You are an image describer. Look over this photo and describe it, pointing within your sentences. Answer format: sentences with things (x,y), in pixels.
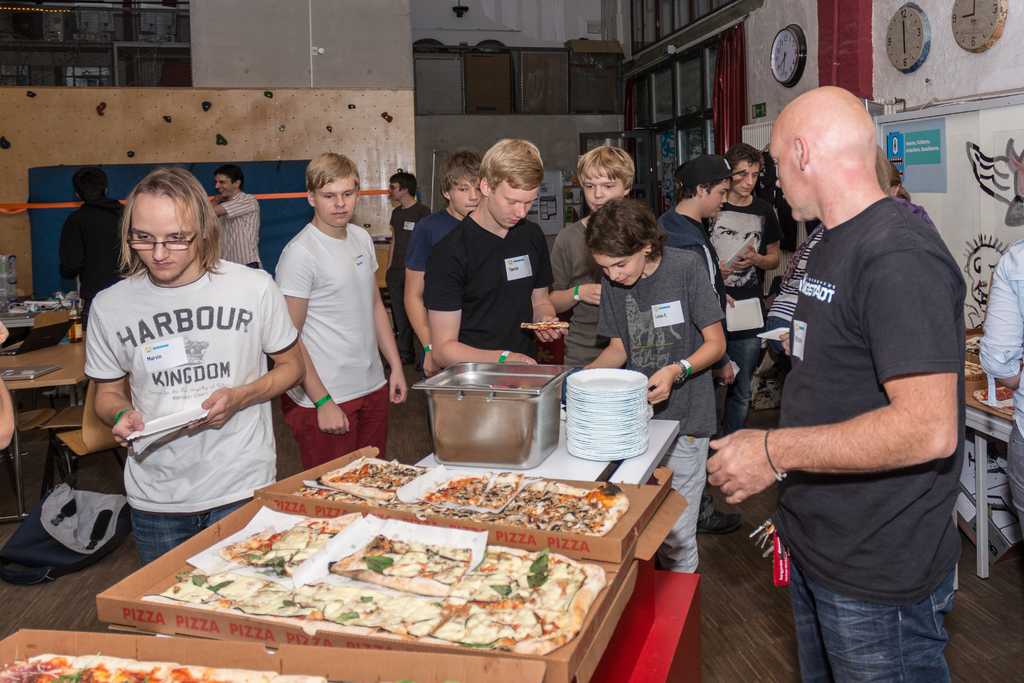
In this image I can see a crowd of people (117,355) visible on the floor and I can see benches (605,468) and on benches (638,462) I can see trays (378,589), on trays (349,598) I can see food item (465,485) and on top of bench (427,457) I can see plates (635,449) and container (469,362) and I can see the wall (1021,65), on the wall (798,20) I can see clocks (976,19) attached on the right side (791,71).
